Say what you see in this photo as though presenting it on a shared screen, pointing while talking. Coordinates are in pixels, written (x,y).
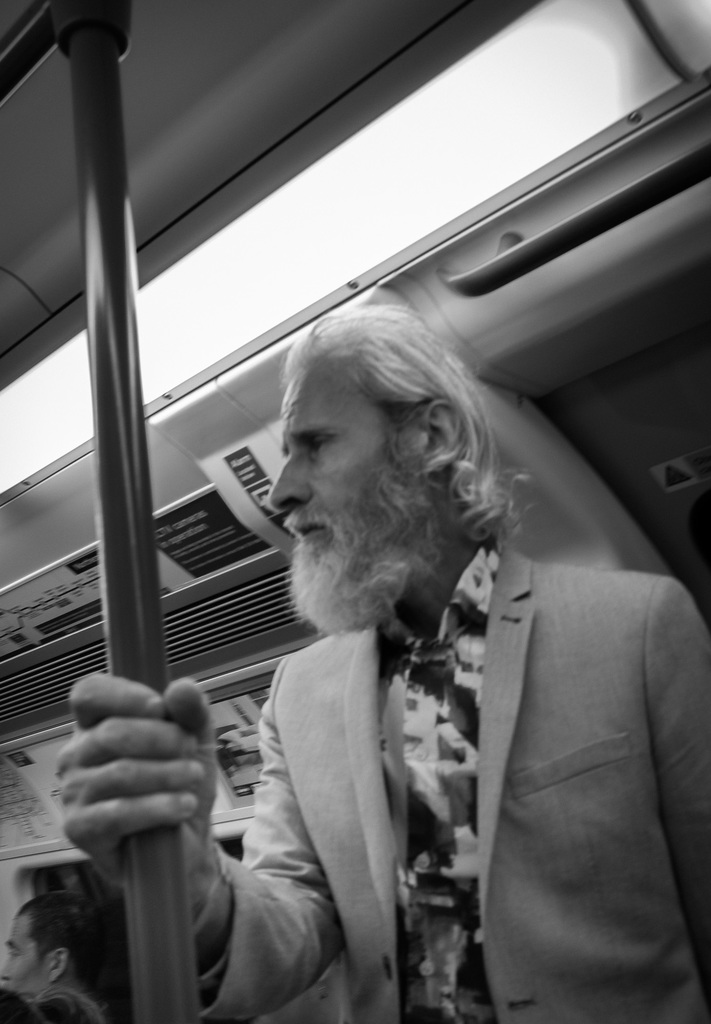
This is a black and white pic. This is the inside view of a train (287,185). In this image we can see a old man (294,677) is holding a rod (133,459) in his hand (208,799). In the background (232,545) there are stickers (209,506) and light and we can see few persons heads (5,979).
